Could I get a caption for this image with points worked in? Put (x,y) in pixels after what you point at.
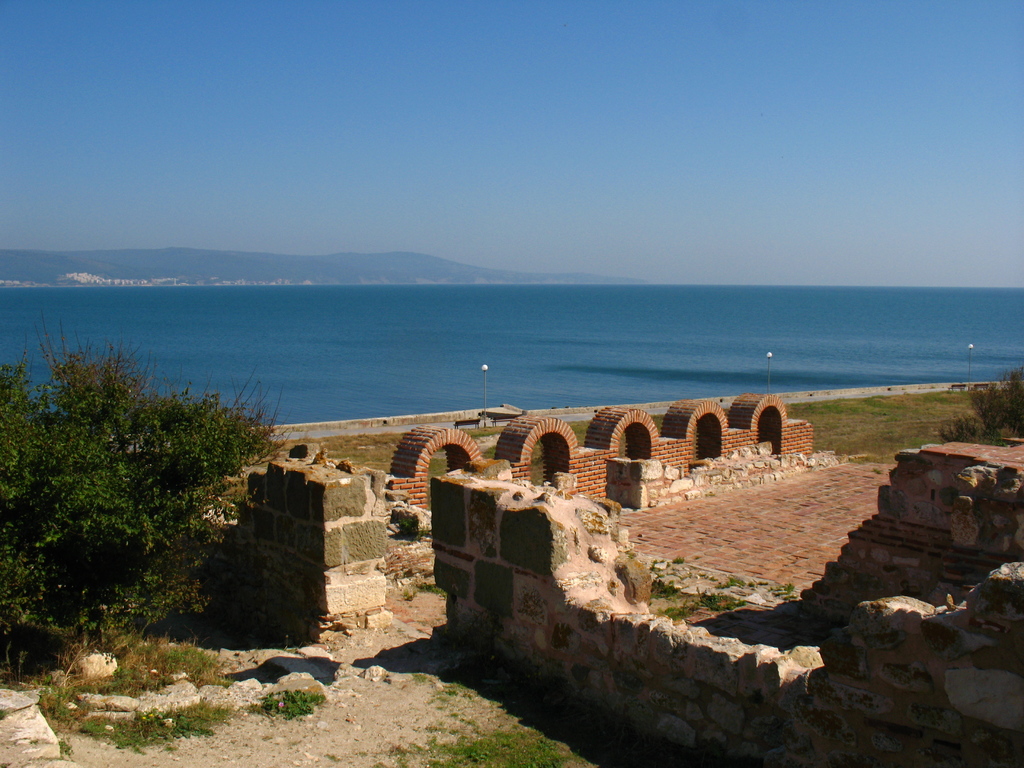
In this image we can see a broken wall (634,569). There is a plant (219,484). In the background of the image (537,364) there is water (538,345). There is mountain (45,266). At the top of the image (546,117) there is sky (520,61). There are light poles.
